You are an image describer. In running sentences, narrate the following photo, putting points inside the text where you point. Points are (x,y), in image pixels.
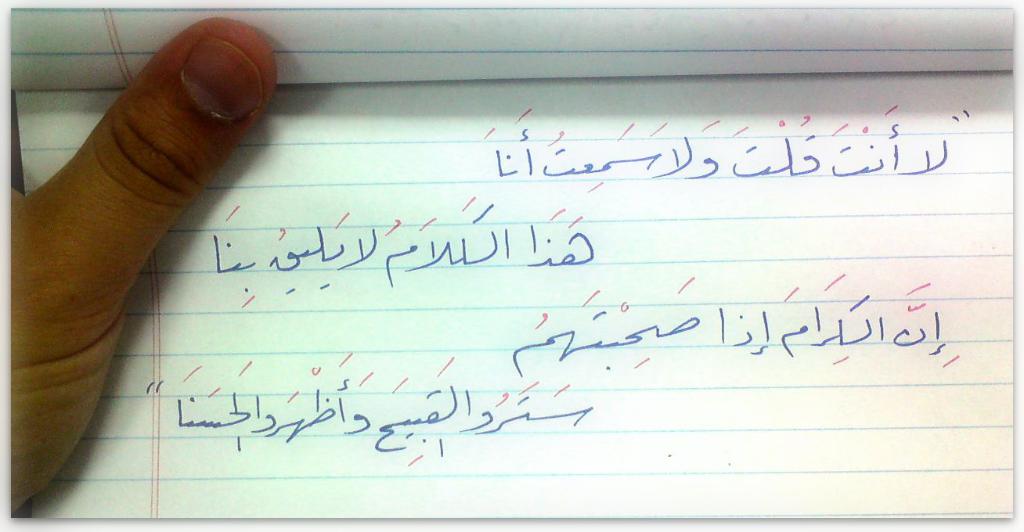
In this image on the left (146,149) there is a thumb (162,216) which is holding some book (511,249), and in that book (441,389) there is some text (217,246).
